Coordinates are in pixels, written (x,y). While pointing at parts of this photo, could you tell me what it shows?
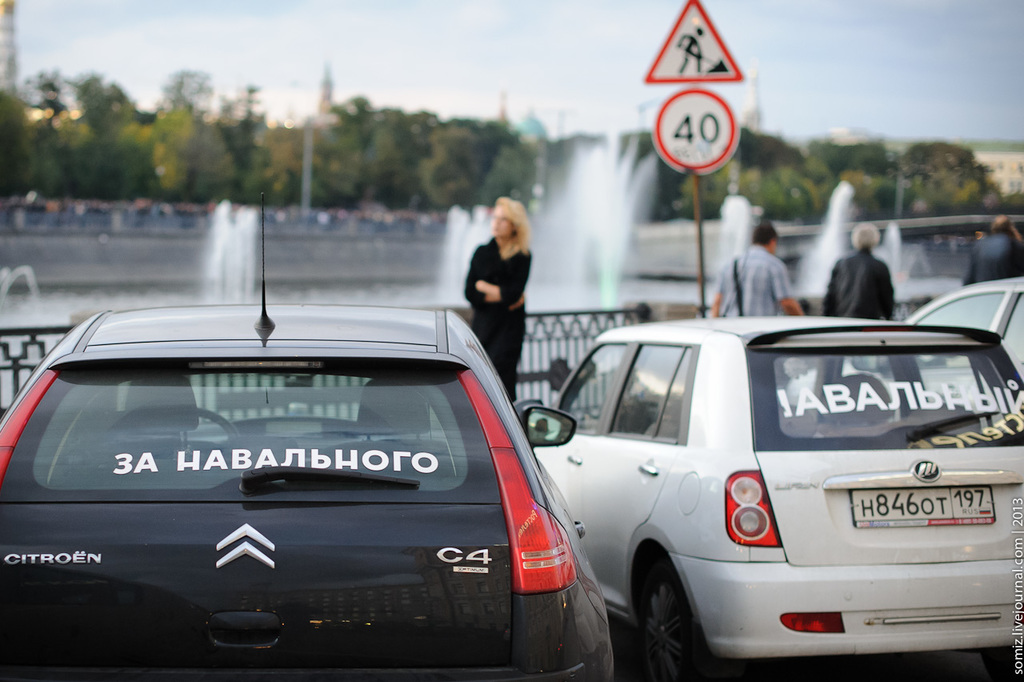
In this image I can see few vehicles (701,352), fencing (564,321), fountains (609,301), poles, signboards (692,85), few people (733,294) and trees (102,105). The sky (932,93) is in blue and white color.
